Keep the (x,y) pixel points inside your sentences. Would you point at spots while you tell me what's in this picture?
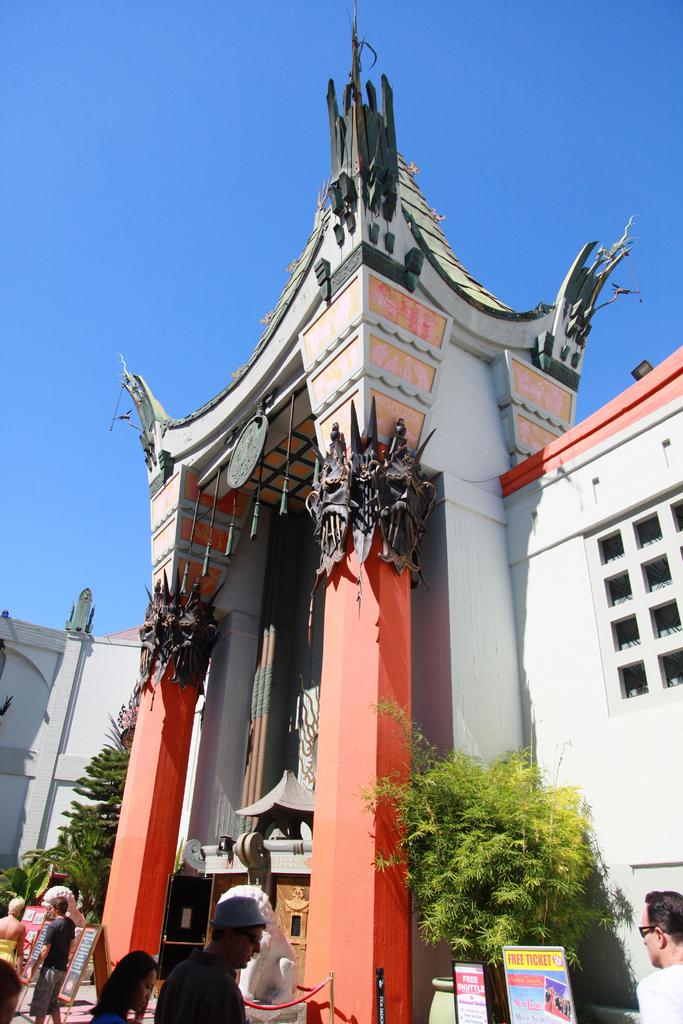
In this picture we can see people (177,1022) standing in front of a tall building (150,614) with trees (487,915) outside it.
